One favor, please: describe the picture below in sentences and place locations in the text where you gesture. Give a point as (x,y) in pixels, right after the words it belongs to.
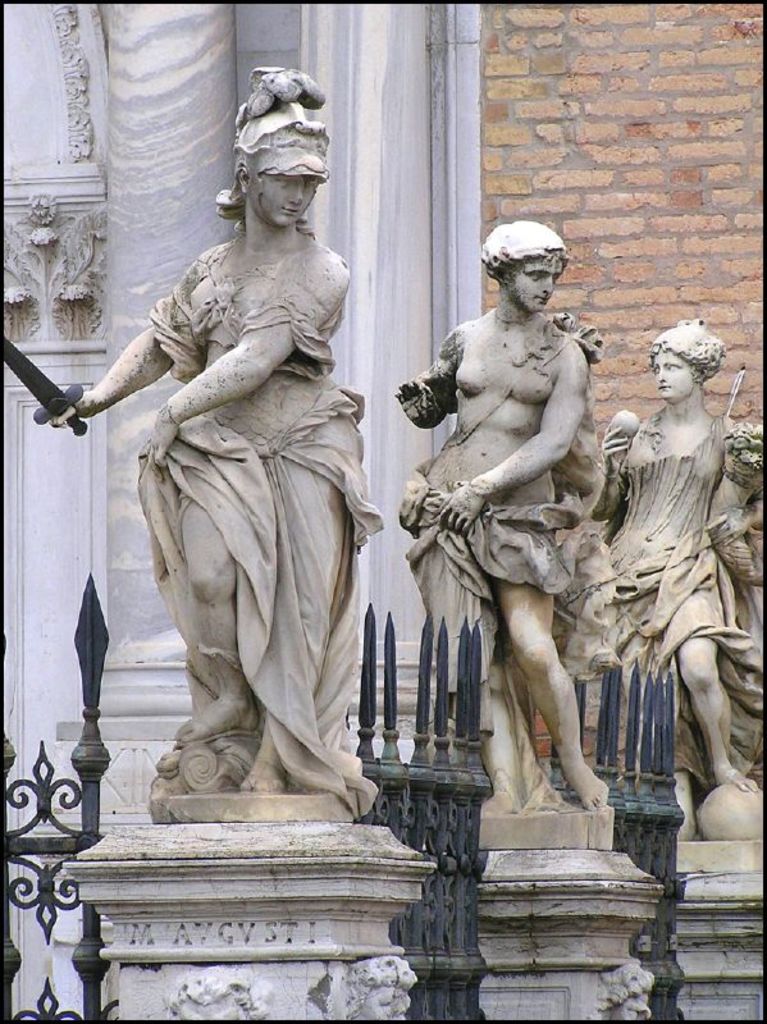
In this image, we can see some statues (483,684) on pillars (510,910). We can see the fence (472,716). We can also see the wall (15,180) and some sculptures (74,232) on the left (95,237).
